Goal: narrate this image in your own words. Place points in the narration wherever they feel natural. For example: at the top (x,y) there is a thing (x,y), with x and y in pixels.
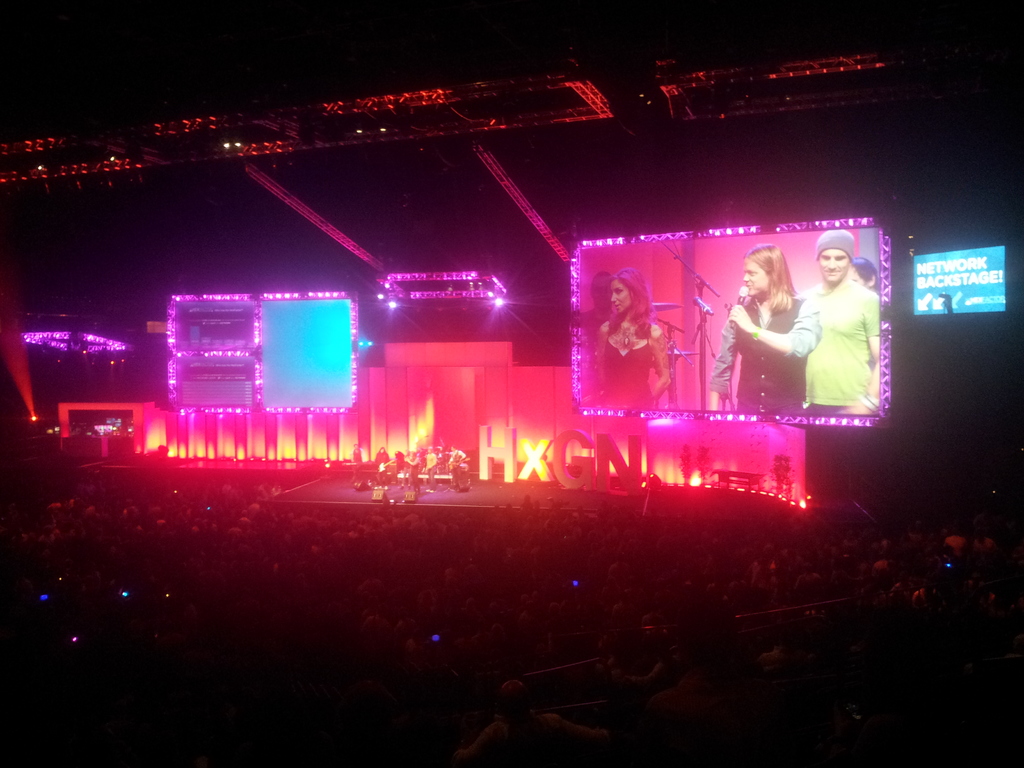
In the center of the image (512,504) there is a stage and we can see people (392,472) on the stage (371,491). There are screens (227,377). At the bottom (134,638) there is crowd (490,618). In the background (400,274) there are lights (388,277).
